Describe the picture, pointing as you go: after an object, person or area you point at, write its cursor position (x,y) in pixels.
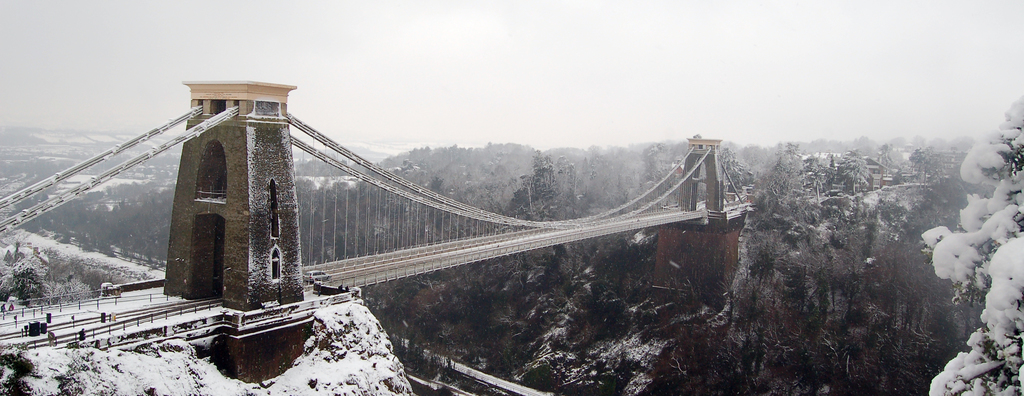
In this image we can see a bridge (276,253), there are some trees (781,232), snow (968,221), houses (875,170), mountains (170,164) and other objects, in the background (361,135) we can see the sky (633,109).
